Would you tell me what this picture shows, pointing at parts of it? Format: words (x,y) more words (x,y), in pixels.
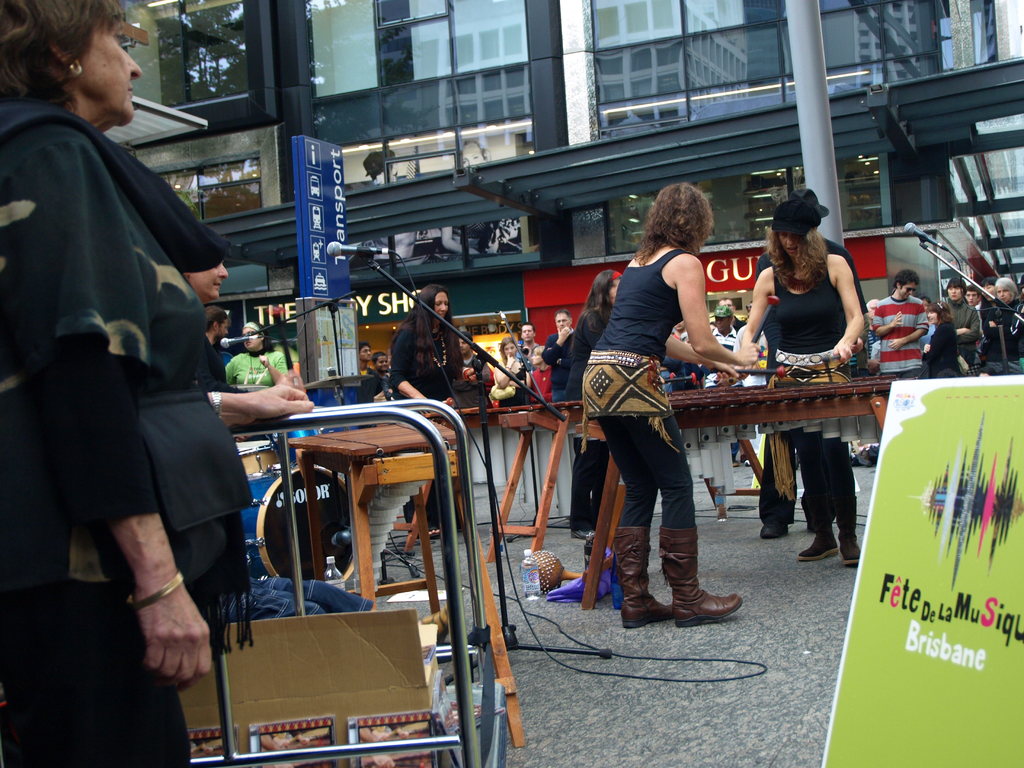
In this image I can see a microphone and its stand (482,380) in the center (377,270). There are tables (441,425) and objects (429,694). There is a banner (908,553) on the right (968,742). There are buildings (453,174) at the back (430,268).
